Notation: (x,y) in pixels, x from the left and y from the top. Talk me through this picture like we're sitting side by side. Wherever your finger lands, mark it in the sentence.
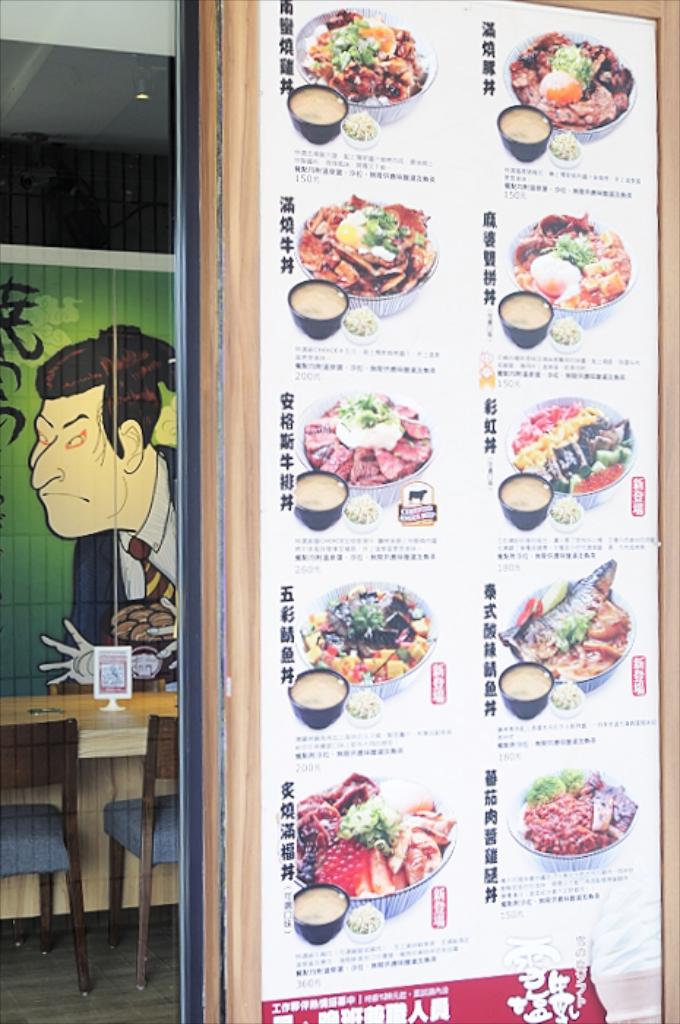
In this image we can see a poster (374,919) with some pictures (357,143) of food items (561,139) and some text (554,188) and on the left side of the image (150,874) we can see two chairs (114,857) and a table (146,744) and there is a cartoon picture (105,368) of a person (85,386).
